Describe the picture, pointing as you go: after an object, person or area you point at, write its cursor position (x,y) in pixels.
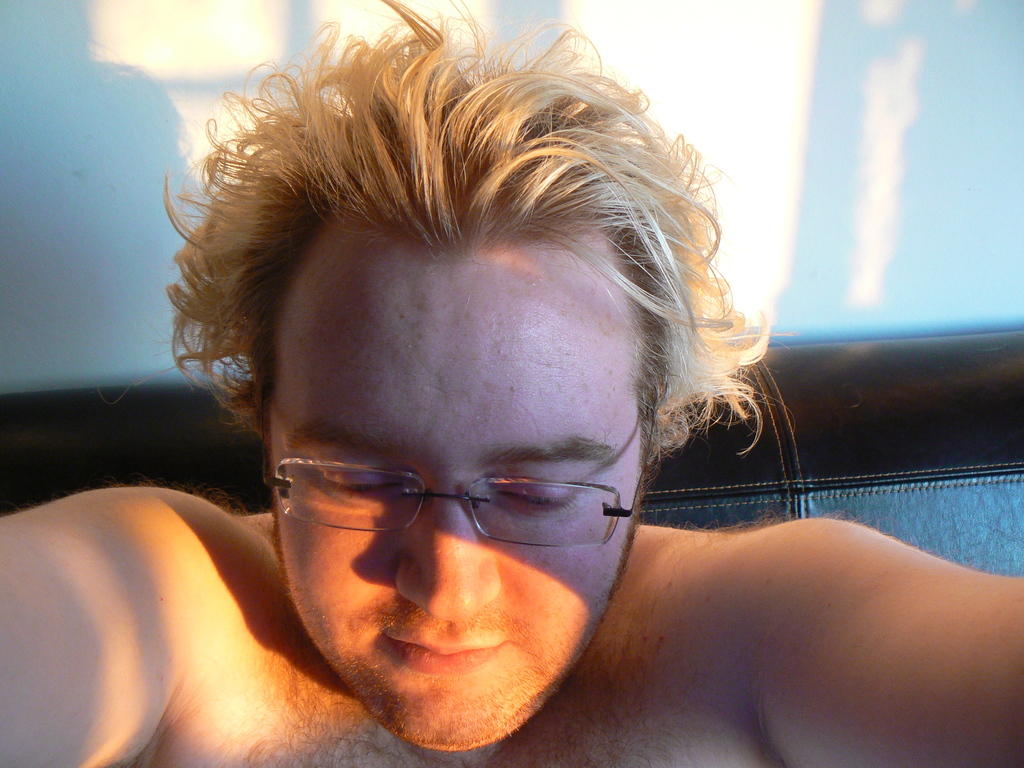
In this image we can see a man (570,546) wearing specs (550,481). In the back (804,77) there is a wall (183,47).
